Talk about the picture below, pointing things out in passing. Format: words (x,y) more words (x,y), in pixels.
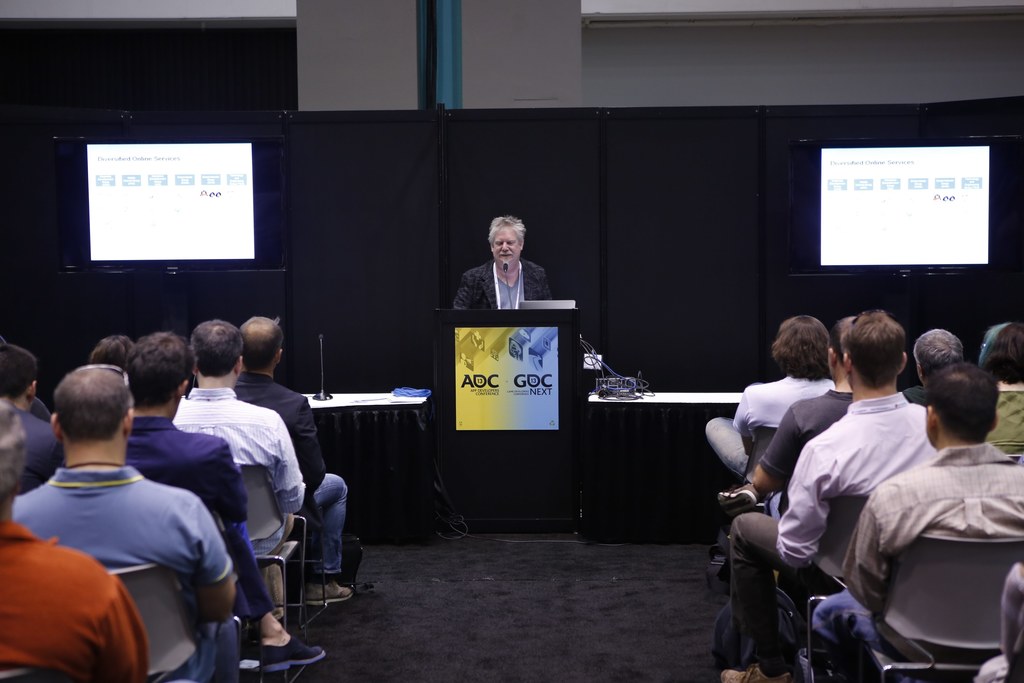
This image is taken indoors. In the background (385,115) there is a wall (453,116) and there are two pillars (356,59). There are two screens (200,197) with a text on them. On the left (197,443) and right sides of the image a few people (860,439) are sitting in the chairs (154,656). At the bottom of the image (584,614) there is a floor (502,625). In the middle of the image (477,375) there is a podium (511,456) with a mic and a laptop (526,304) on it. There is a board (502,389) with a text (528,388) on it. There is a table (356,410) with a few things (631,394) on it. A man (481,290) is standing on the floor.
